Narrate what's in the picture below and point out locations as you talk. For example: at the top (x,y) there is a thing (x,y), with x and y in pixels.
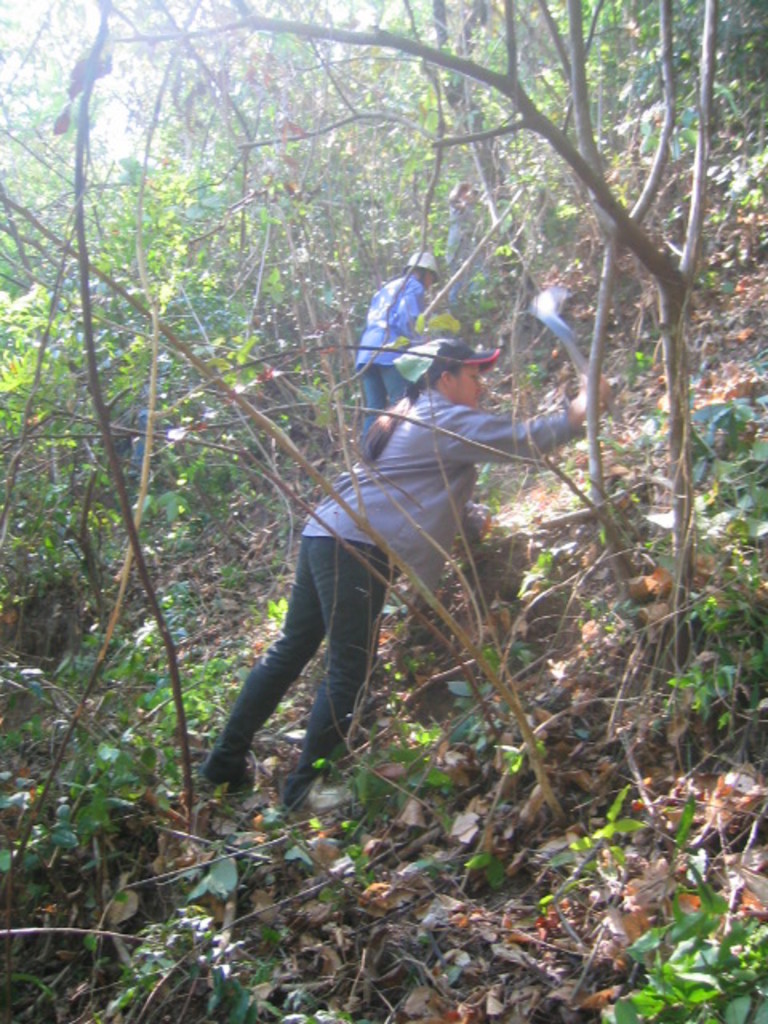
Here a woman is cutting the trees (598,461), there are trees (746,33) and also these are the dried leaves (585,829).
